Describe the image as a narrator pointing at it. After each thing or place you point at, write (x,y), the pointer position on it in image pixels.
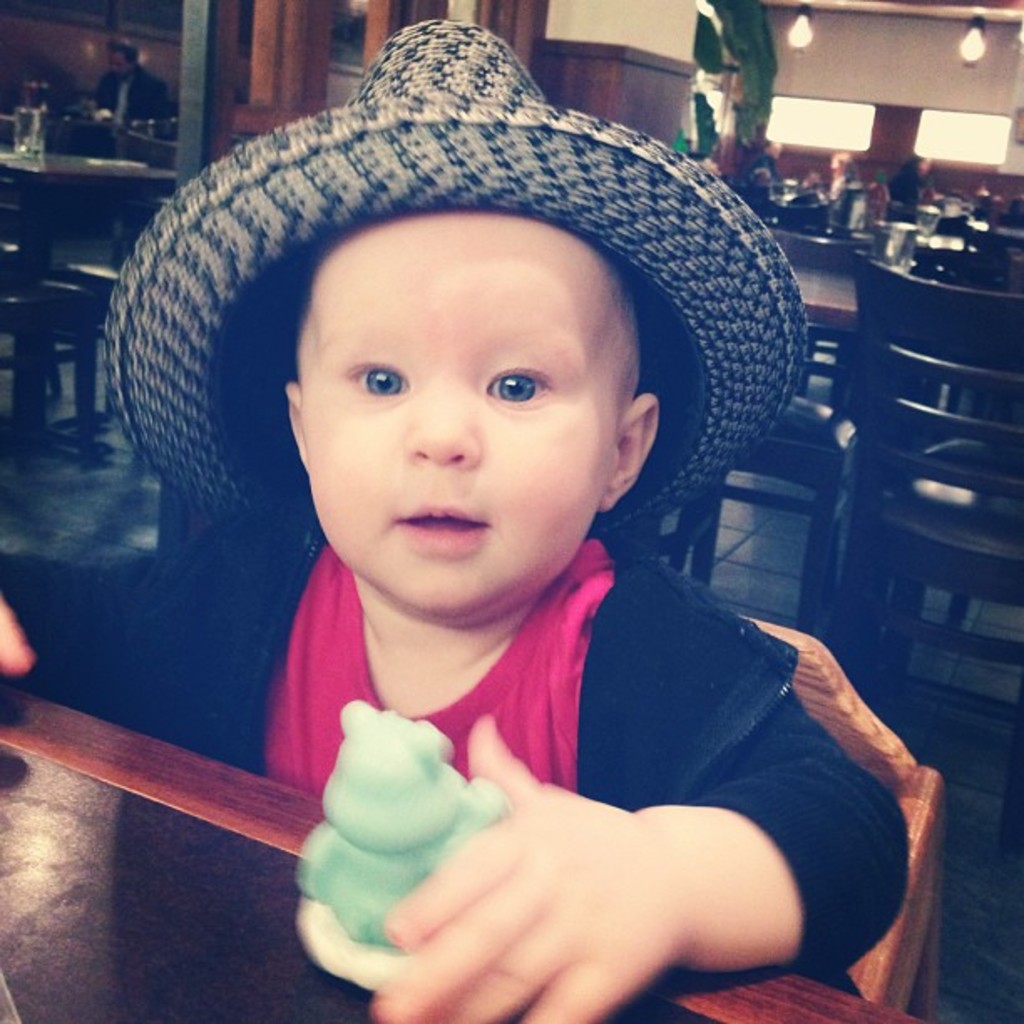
In the center of the image (401,363) we can see baby (337,433) sitting on the chair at the table (283,868). In the background (349,4) we can see tables (27,190), chairs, persons (911,168), pillar (187,164), windows (715,108) and wall (91,42).
